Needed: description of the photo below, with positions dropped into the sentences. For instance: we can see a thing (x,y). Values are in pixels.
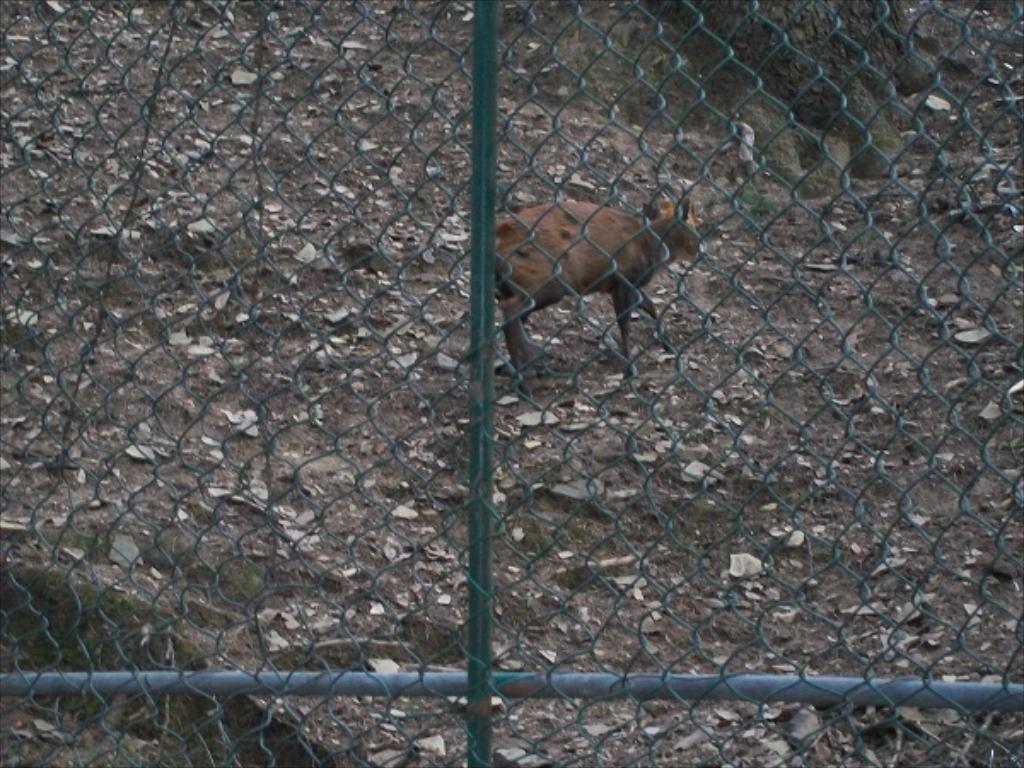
In the image we can see an animal (570,263), brown in color. This is a fence (553,270) and this is an iron pole (788,684).
